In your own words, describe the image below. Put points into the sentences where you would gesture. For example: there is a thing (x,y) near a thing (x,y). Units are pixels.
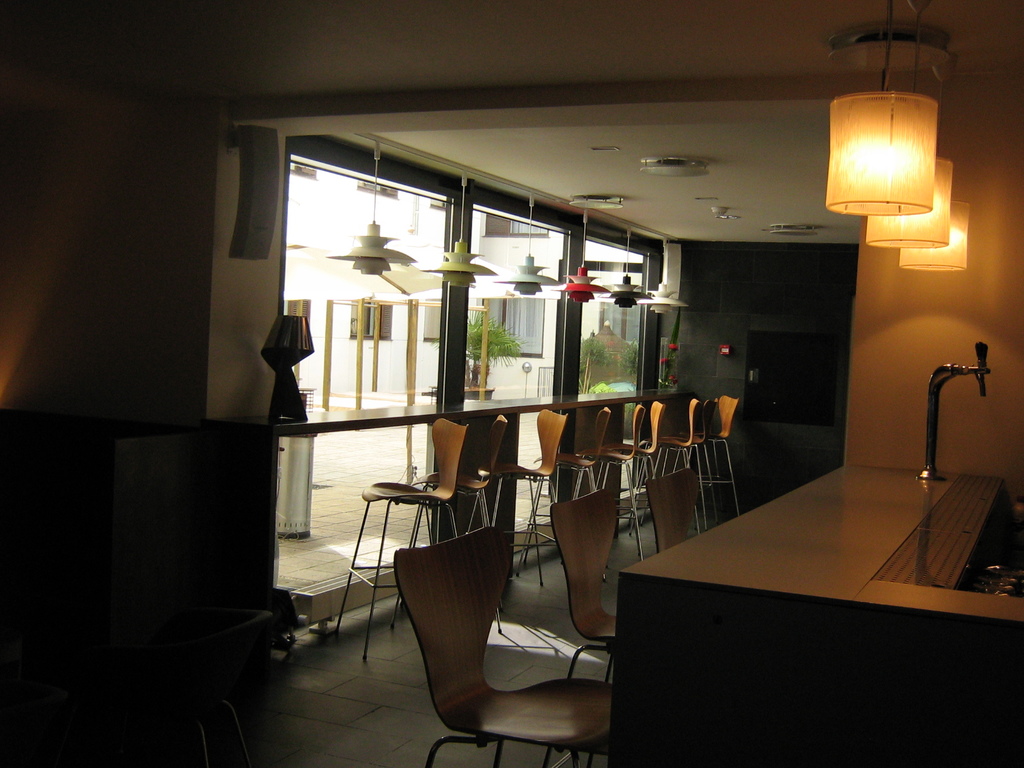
This is the inner view of a room (992,266). In the room (856,316) we can see electric lights (837,175) hanging from the top of the roof (410,135), chairs (618,452), desks (741,666), sink (933,525), tap (932,417) and floor (341,699). In the background (495,392) we can see trees (479,342), buildings (367,327) and poles (377,337).
